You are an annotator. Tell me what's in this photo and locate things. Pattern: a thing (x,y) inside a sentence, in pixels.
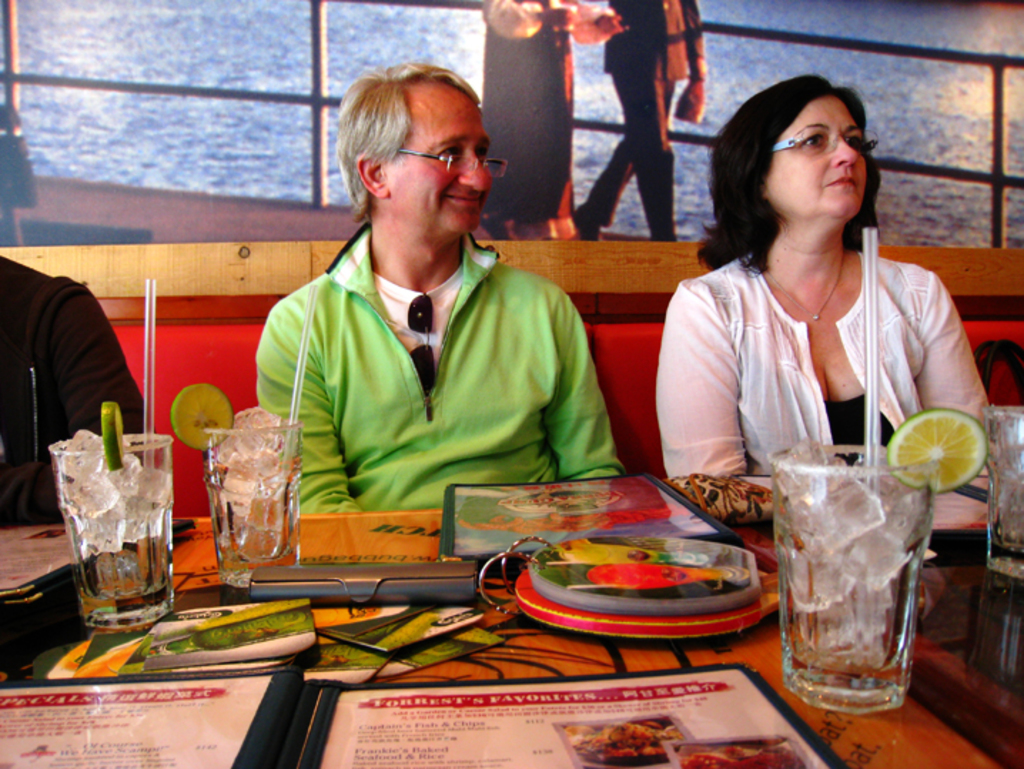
In the foreground of the image (45,541) there is table (982,735), on the table (325,545) there are glasses (216,520), menu cards (485,490), ice cubes (100,498). In the center of the image (459,366) there are three people (527,277) seated. The woman (815,341) on right (706,359) is wearing a white dress (688,379). The man (485,390) in center is wearing a green dress (444,391). The person (50,351) on left (54,353) is wearing a black dress (40,330). In the top (531,54) background (80,58) there is a banner (333,35).
